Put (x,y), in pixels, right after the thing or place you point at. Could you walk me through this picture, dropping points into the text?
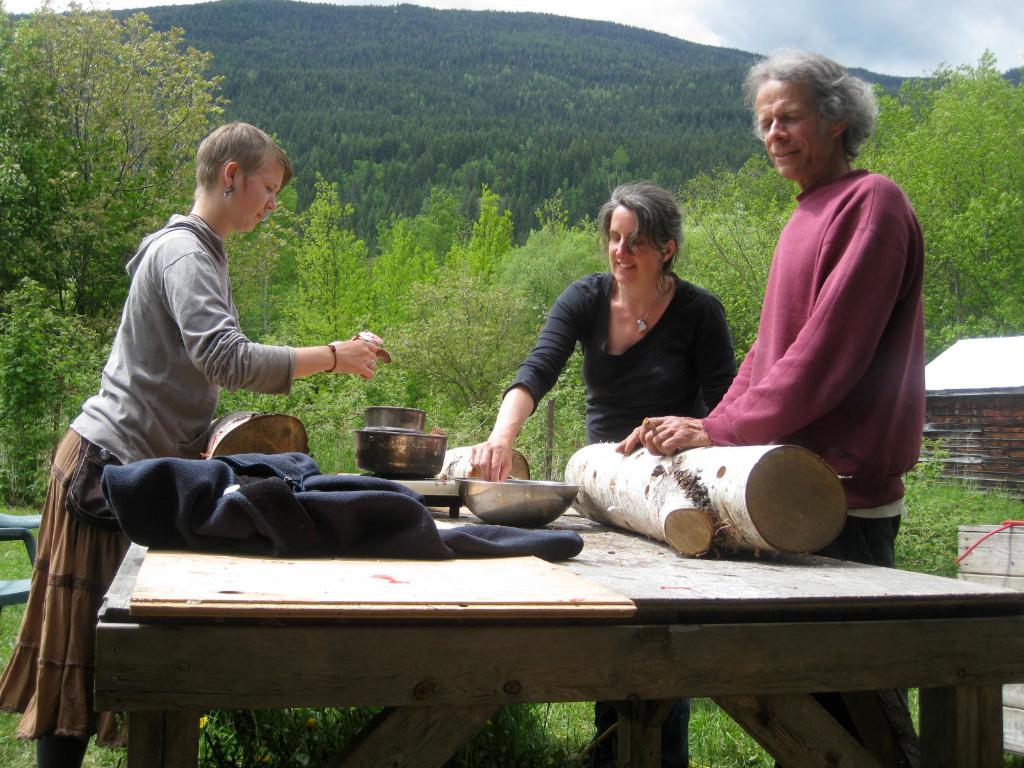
In this image i can see 2 women (246,361) and a man (825,357) standing around the table (338,657). On the table (357,654) i can see a black cloth (311,553), a wooden trunk (778,509), a bowl (506,489), a gas stove (450,491) and 2 bowls (413,441) on it. In the background (964,423) i can see a shed (945,449), a chair (19,539), few trees (127,260), a mountain (621,91) and the sky (868,49).
